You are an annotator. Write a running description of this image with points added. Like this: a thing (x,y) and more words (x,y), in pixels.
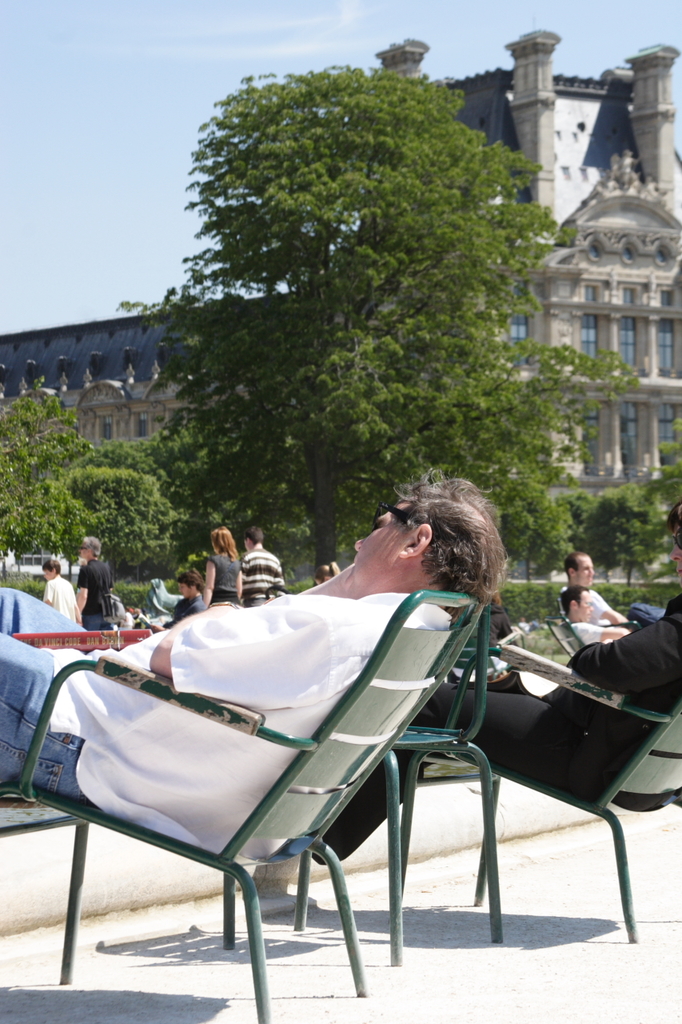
At the bottom of the image (224,793) there are few people (604,726) sitting on the chairs (119,676). Behind them there are few people (56,595) standing. In the background (347,348) there are many trees (347,348). Behind the trees (297,381) there is a building (52,356) with walls (166,407), pillars (618,331), glass windows (589,347) and roofs (583,184). At the top of the image (271,68) there is a sky (608,65).
